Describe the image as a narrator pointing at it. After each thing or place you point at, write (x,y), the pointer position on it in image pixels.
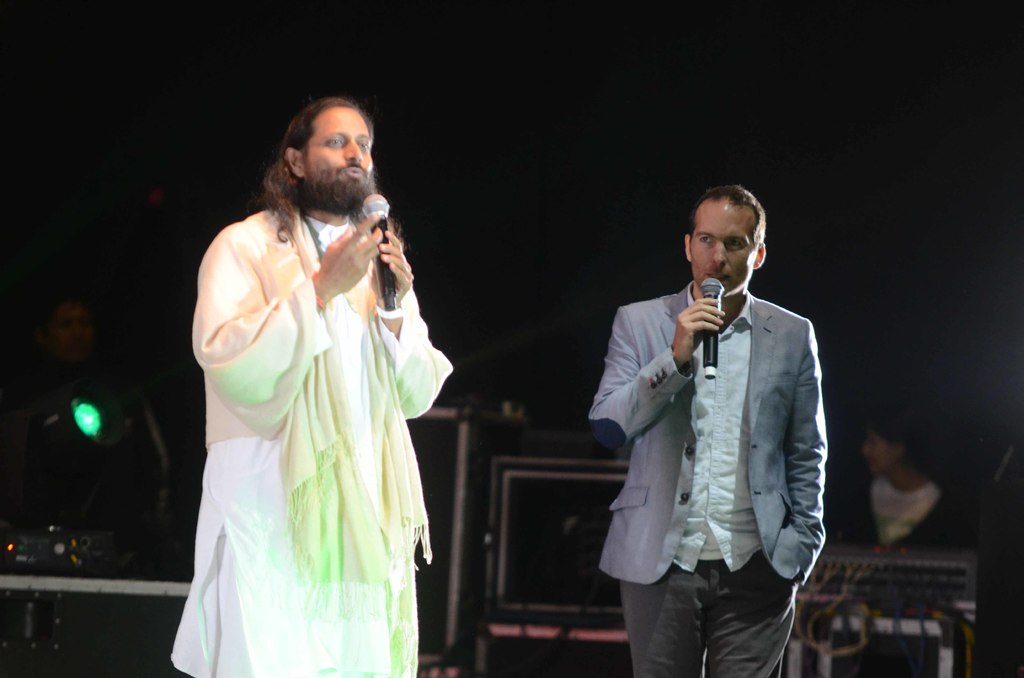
This picture describe about two person (339,153) standing on the stage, on left (212,245) a man (326,218) wearing white traditional dress (257,503) delivering the speech holding a microphone (379,213) in his hand (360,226) and beside a man (626,361) wearing grey coat (652,400) is giving a speech, behind we can see musical instrument (961,569) and speakers (548,572).
